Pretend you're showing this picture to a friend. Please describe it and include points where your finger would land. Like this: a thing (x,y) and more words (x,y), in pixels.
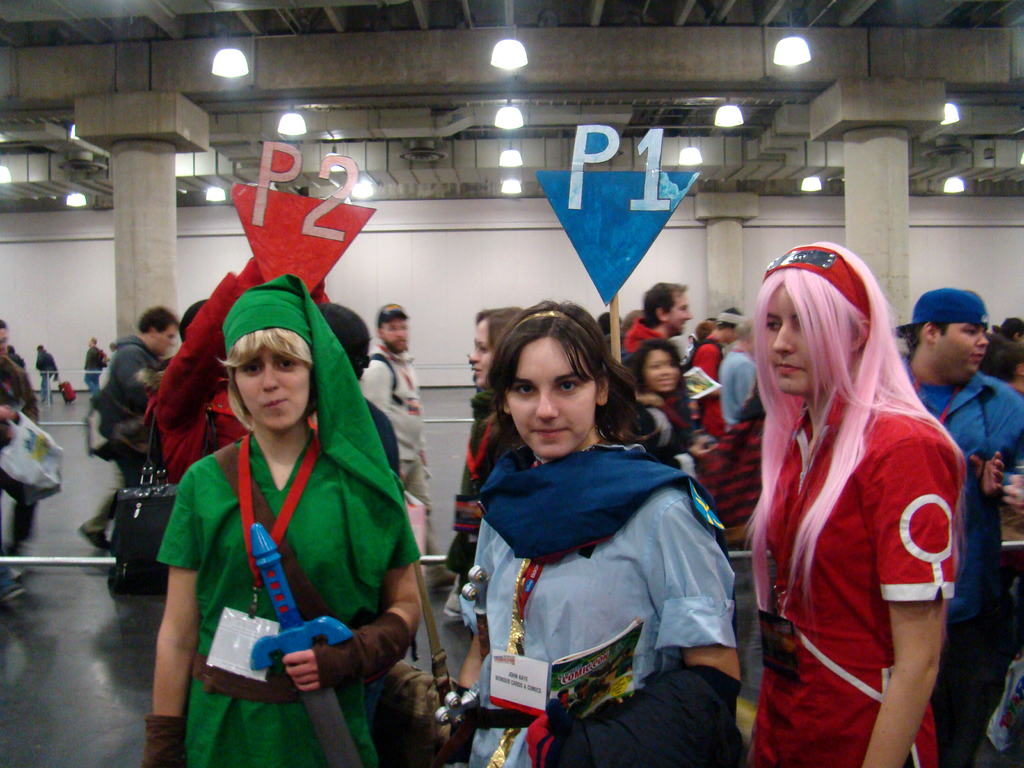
In this image we can see people (803,570) wearing costumes (638,588) and holding boards (563,219). In the background (428,274) there is a wall (23,263). At the top (249,64) there are lights (79,203).
